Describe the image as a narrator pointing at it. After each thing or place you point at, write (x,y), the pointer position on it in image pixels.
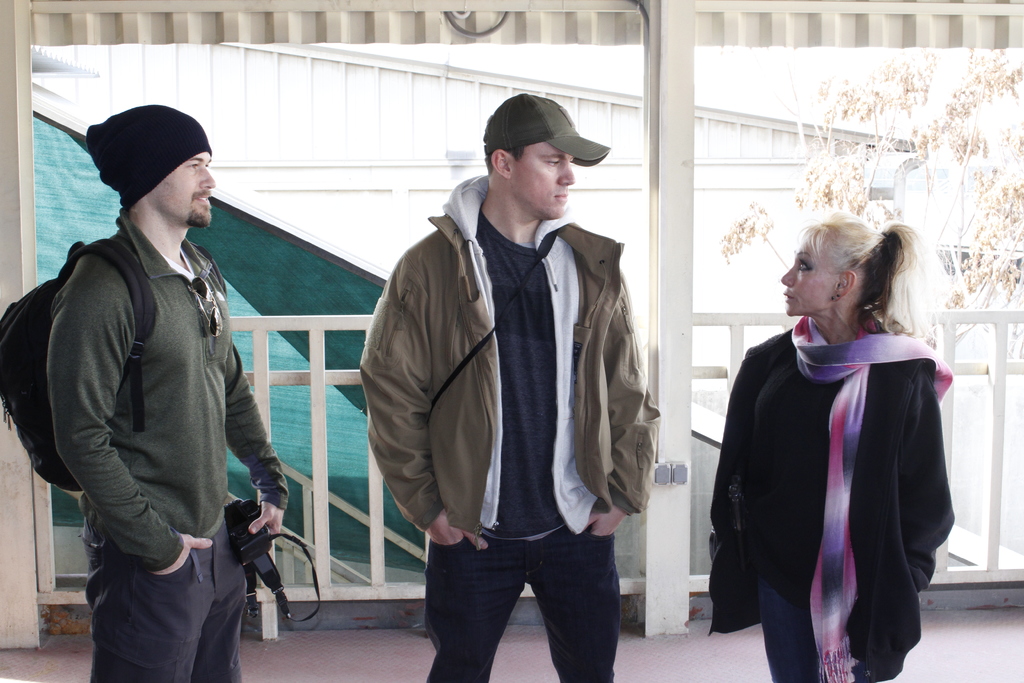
There are three people (378,304) standing and this man (124,670) wore bag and cap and holding an object (306,552). Background (839,84) we can see tree (857,118).
